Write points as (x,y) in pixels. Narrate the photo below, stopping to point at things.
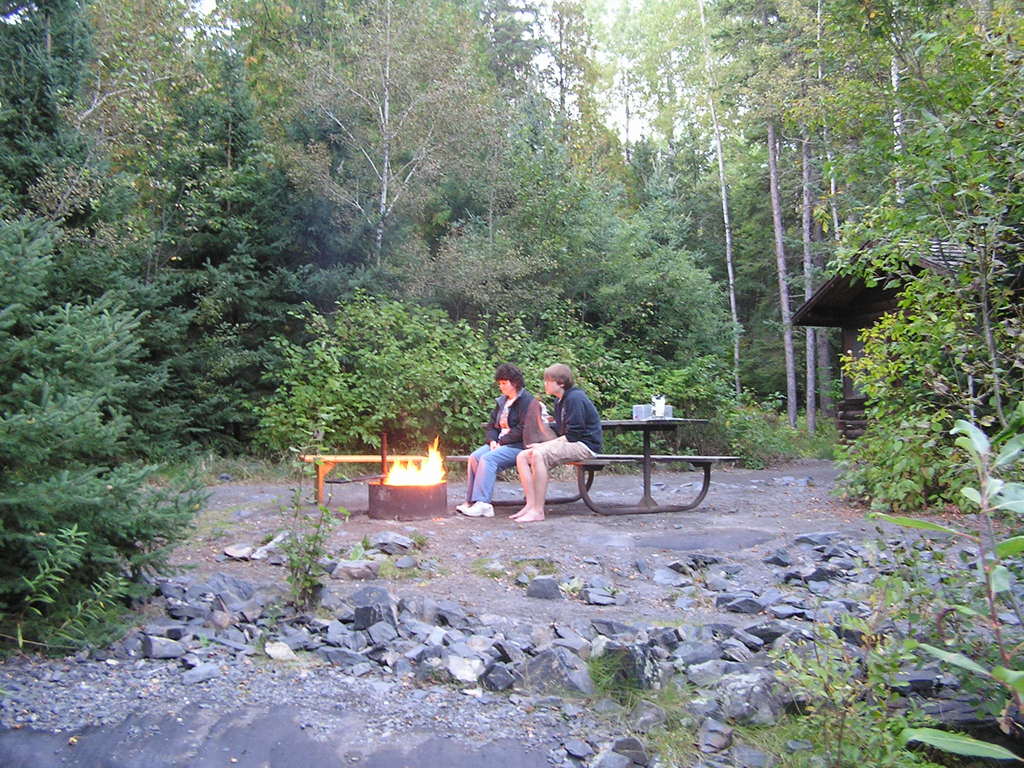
In this image we can see many trees (587,151) and plants (637,444). There are many stones (409,621) in the image. There are two persons (581,406) sitting on the bench (637,457). There are few objects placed on the table (650,484). There is a sky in the image. There is a house (911,255) in the image.
